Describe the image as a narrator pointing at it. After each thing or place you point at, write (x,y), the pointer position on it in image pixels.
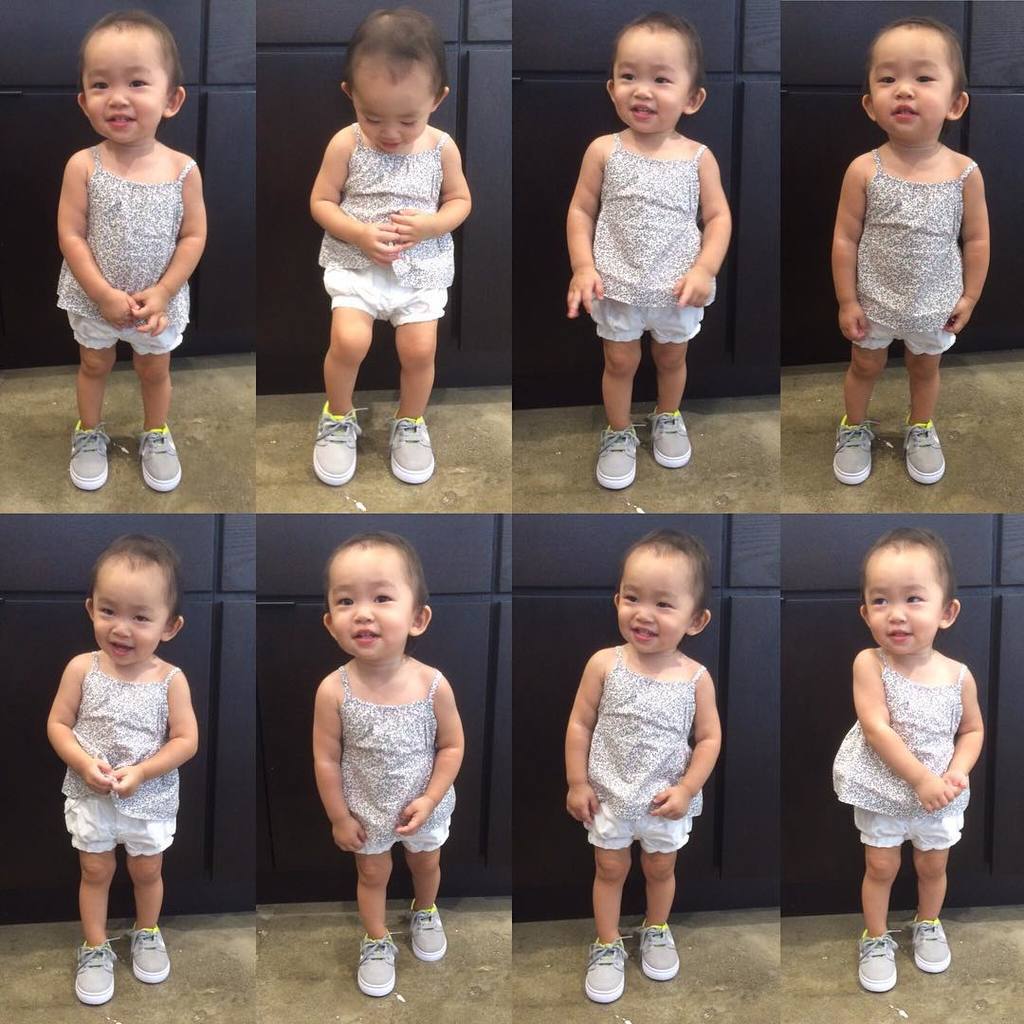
This is a collage image of a little girl (657,745).
